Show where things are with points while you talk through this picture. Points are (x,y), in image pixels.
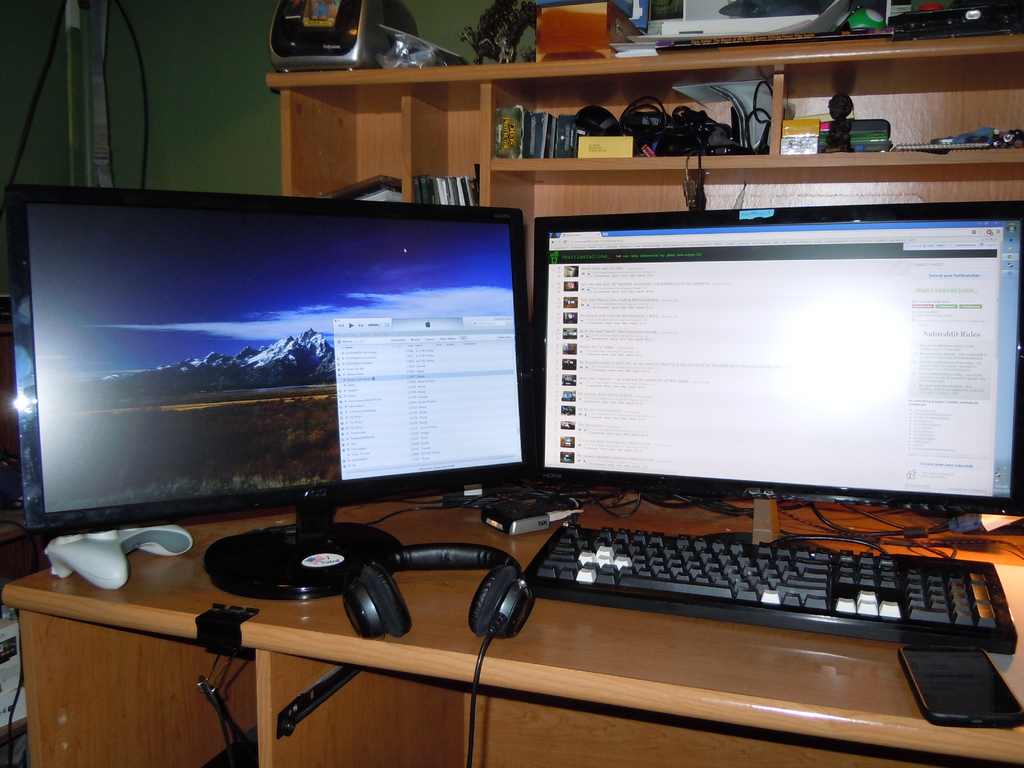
Here there are two monitors (128,378), mobile (940,720), headset (530,603), cables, joystick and some other items (760,562) on the table (891,736). In the background (413,93) there are CD's (466,190) and some other objects (641,149) on the racks (545,160) and there is an electronic device (306,22) and some other objects (710,47) on a platform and we can see a wall (66,97).
